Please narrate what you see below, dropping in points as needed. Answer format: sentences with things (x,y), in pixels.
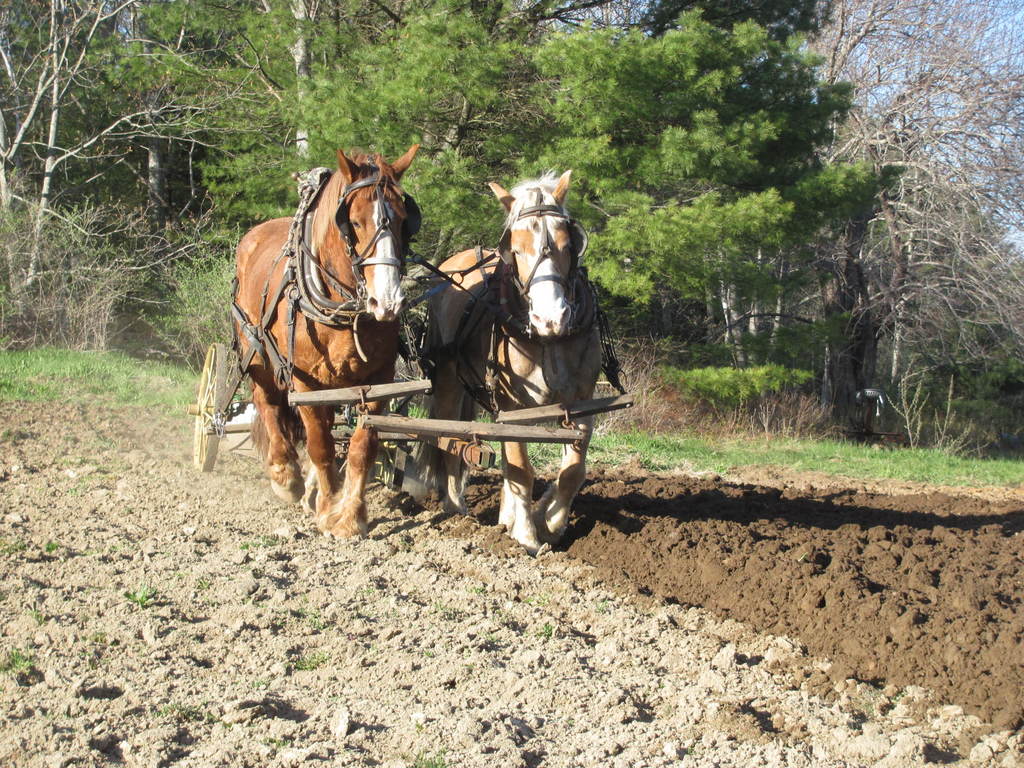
Front we can see two horses (313,275). Background (674,83) there are a number of trees (674,101).
